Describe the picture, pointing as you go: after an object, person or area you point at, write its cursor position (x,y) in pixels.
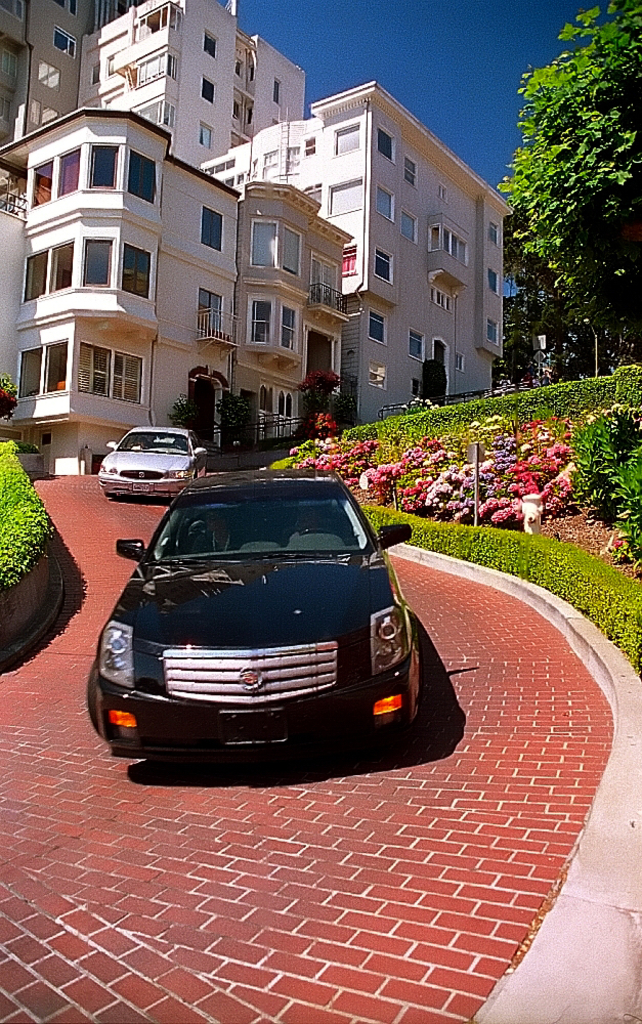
In the image we can see there are cars (189,477) driving on the road (247,945) and there are flowers (450,457) on the plants (439,454). There are lot of trees (515,344) and there are buildings (389,269). The sky (525,19) is clear.
